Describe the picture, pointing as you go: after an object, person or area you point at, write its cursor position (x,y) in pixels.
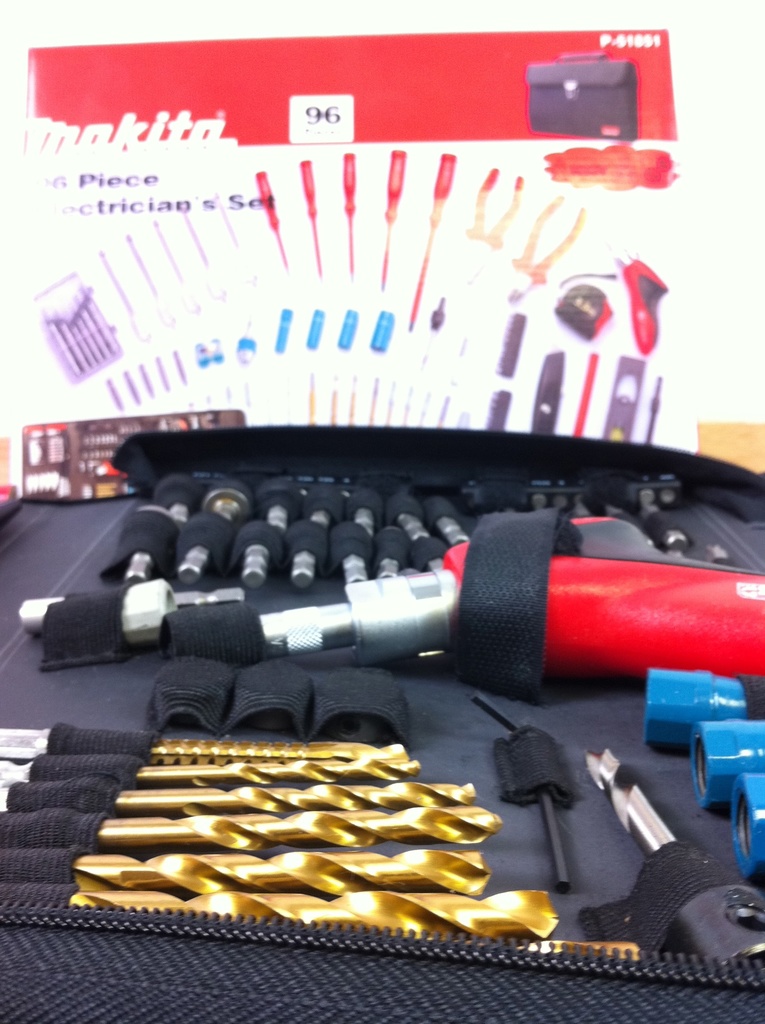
In this image we can see drilling kit (361,638) and its carton (423,206) in the background (461,223).
